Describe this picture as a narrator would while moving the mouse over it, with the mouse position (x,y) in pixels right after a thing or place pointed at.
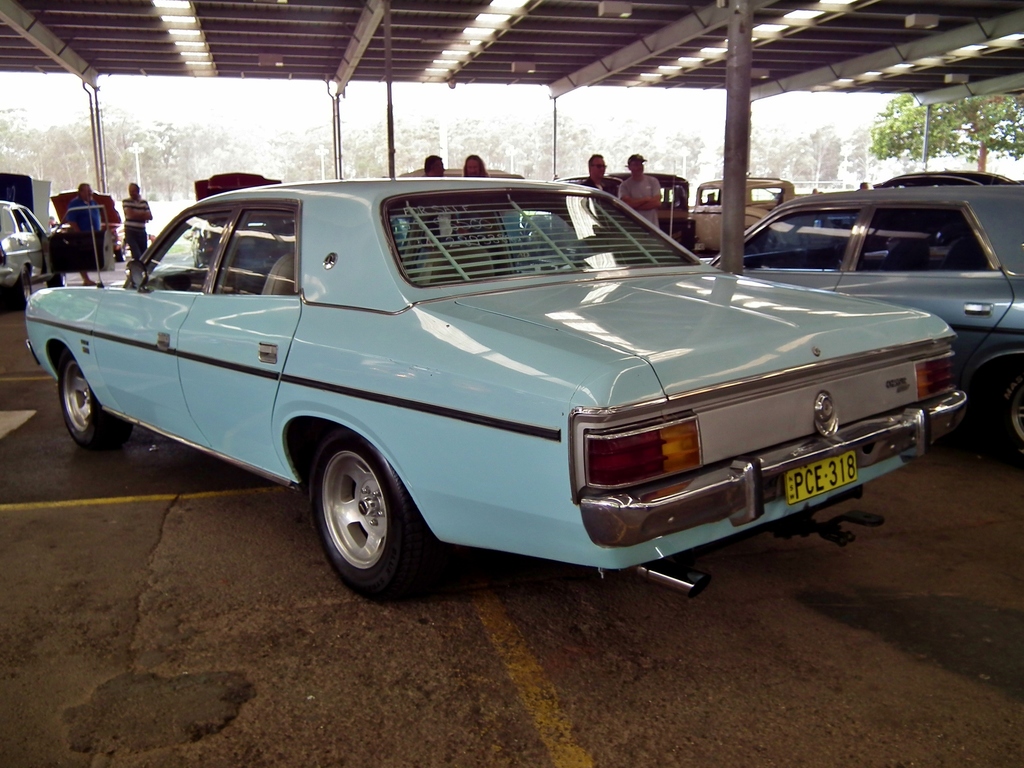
In this picture, we can see a shed (701,45). In the shed (36,54), there are vehicles (344,226) and people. Behind the people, there are trees (528,136).
